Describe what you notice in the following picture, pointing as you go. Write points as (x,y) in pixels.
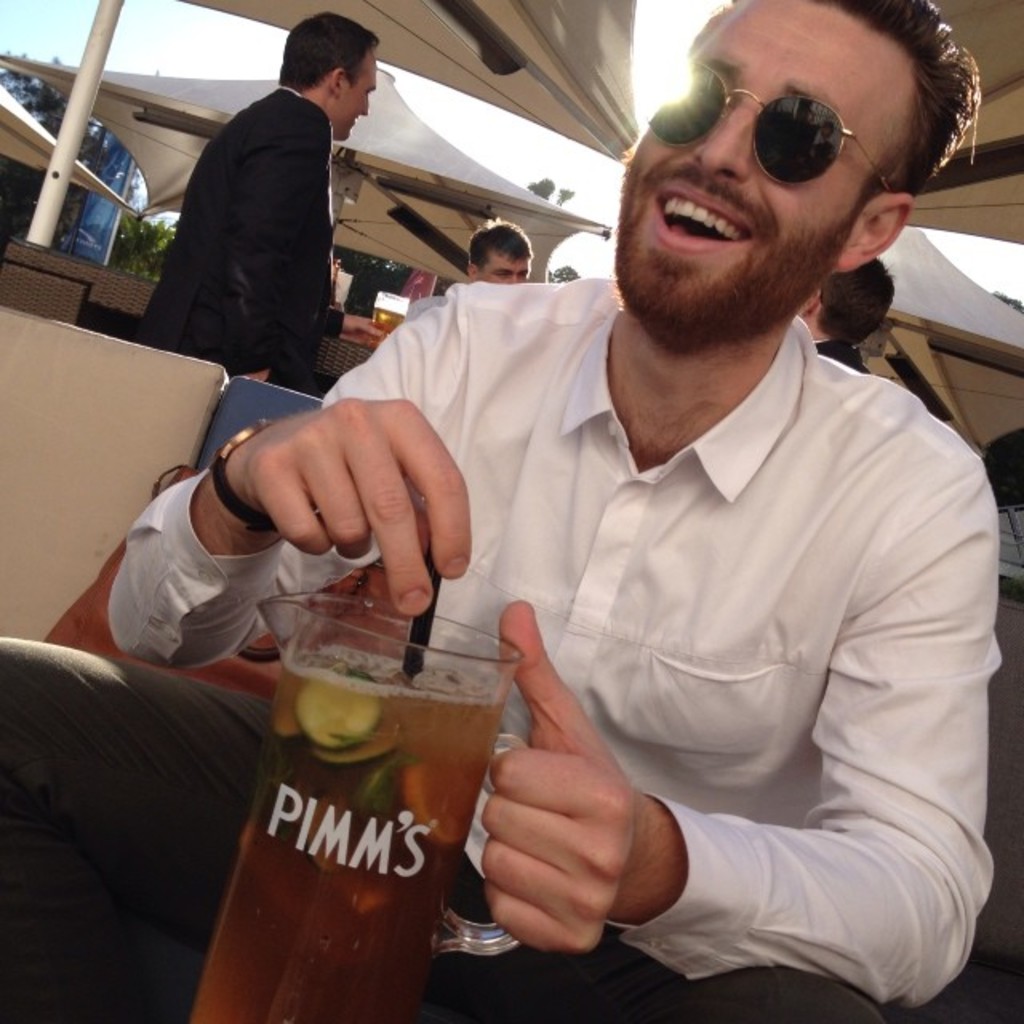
Here is a man (667,644) sitting and holding a jug (425,733), Mixing. At background (498,245) I can see group of people (526,251) sitting and standing. These are called as canopy tents (405,172). I can see some trees (134,236) over there.
